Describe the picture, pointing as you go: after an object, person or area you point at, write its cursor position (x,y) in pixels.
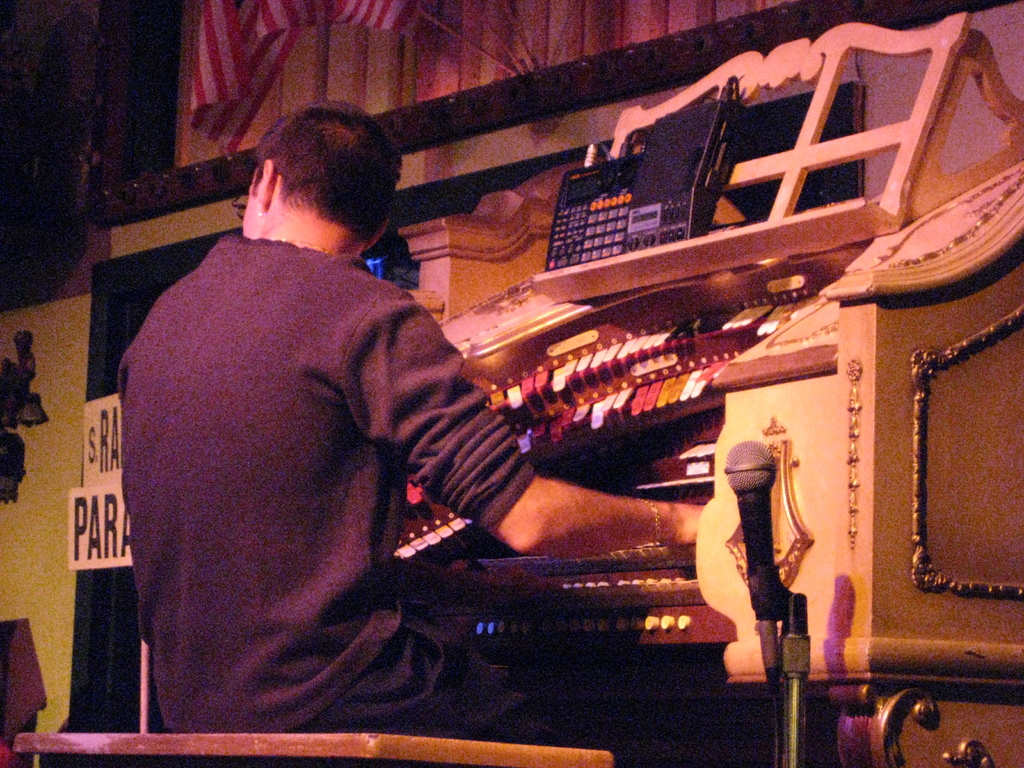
In this picture consists of person (311,473) sitting in front of musical instrument (677,356) and person (337,500) sitting on bench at the bottom (284,714) and beside the person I can see a mike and I can see cloth (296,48) visible at the top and I can see a board (104,520) on the left side (98,531) and I can see a text (112,496) on it.
